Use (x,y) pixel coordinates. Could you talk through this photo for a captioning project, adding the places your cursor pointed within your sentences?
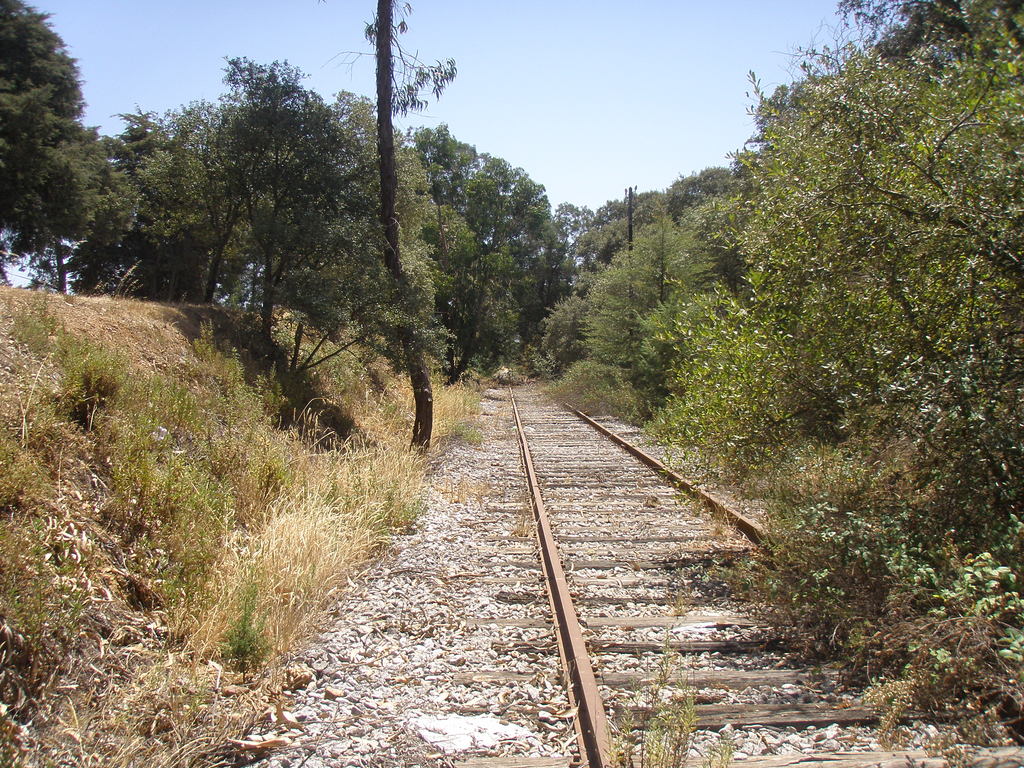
In the background (737,53) we can see the sky (812,61). In this picture we can see a railway track (540,454), plants (795,647), grass (271,489) and the trees (840,284).
